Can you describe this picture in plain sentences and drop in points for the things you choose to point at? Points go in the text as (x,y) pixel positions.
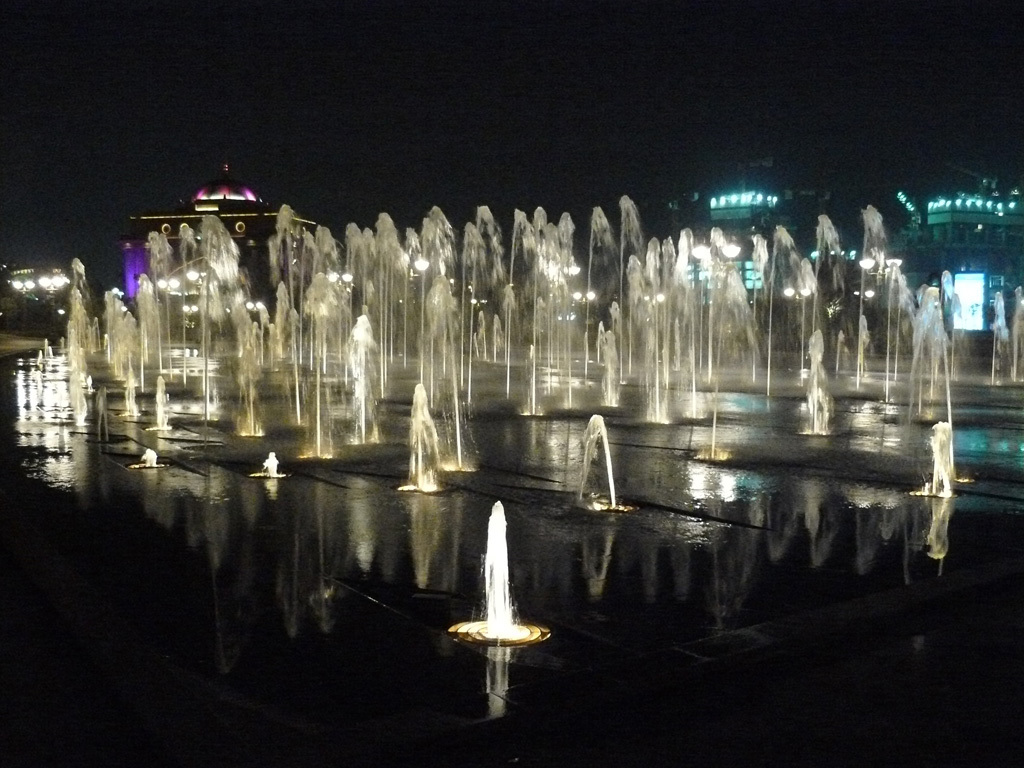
In this image I can see the surface (250,616) which is black in color and number of fountains (315,427) through which I can see water (362,406) is coming out. In the background (140,268) I can see few buildings (1022,269), few lights (879,258) and the dark sky (349,171).
